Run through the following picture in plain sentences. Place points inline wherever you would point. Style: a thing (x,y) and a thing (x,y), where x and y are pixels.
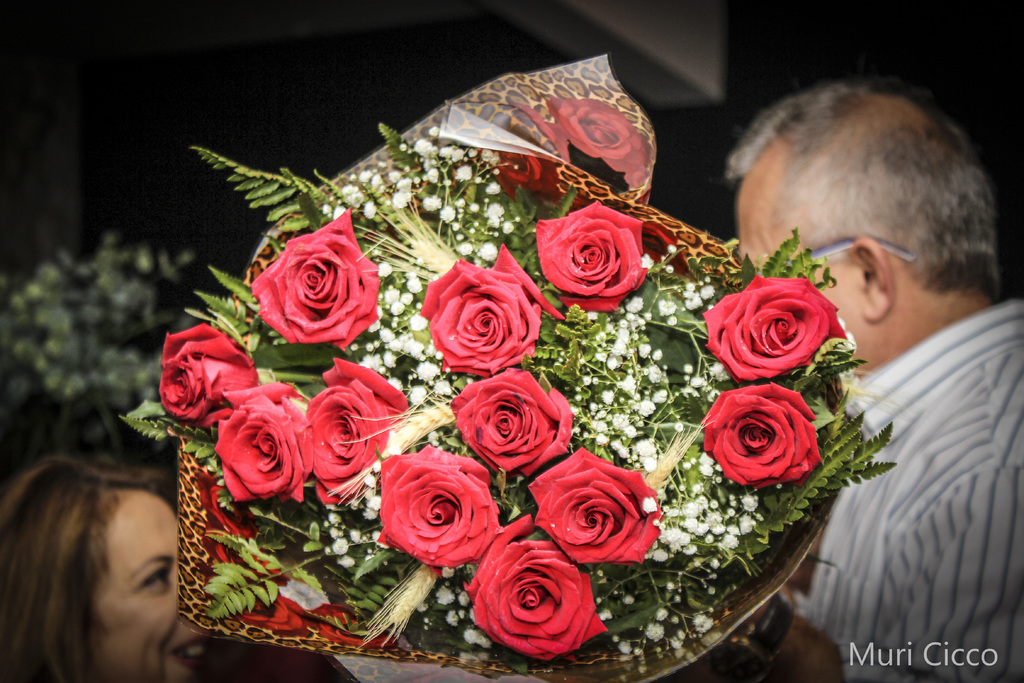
In this picture we can see a man (860,503) and a woman (127,562), he is holding a bouquet (293,570) in his hand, and she is smiling, in the bouquet (550,427) we can find few rose flowers (537,301).
